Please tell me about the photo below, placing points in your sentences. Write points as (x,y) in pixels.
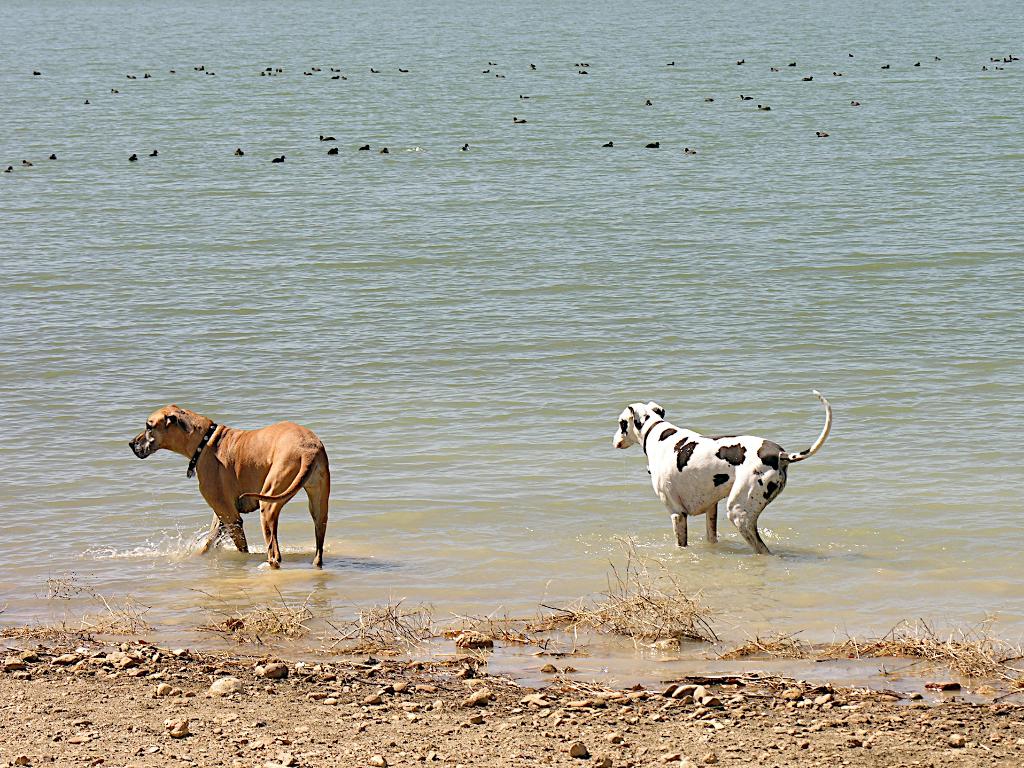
In the picture I can see a dalmatian dog (663,504) and a dog (217,492) which is in gold color are walking in the water (466,539). Here I can see the stones (372,700) and a few more animals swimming in the water (723,36).
